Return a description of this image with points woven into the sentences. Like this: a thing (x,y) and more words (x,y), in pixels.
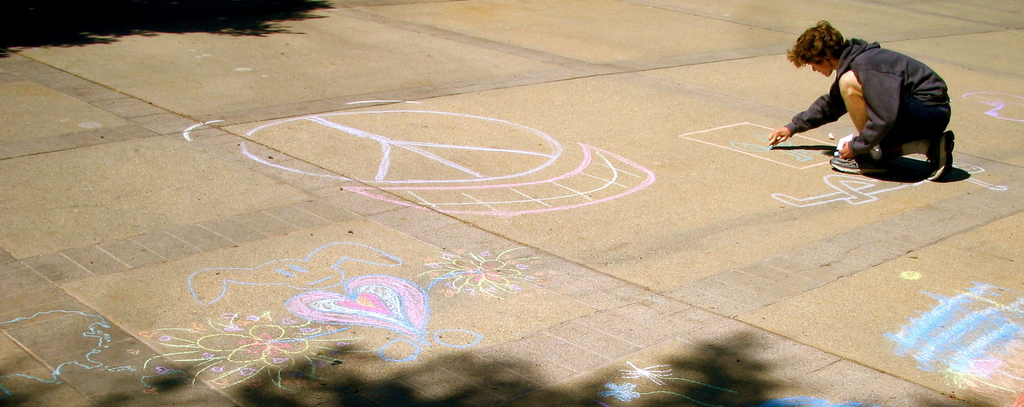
In the image a person (914,100) is drawing on a road (458,26).
